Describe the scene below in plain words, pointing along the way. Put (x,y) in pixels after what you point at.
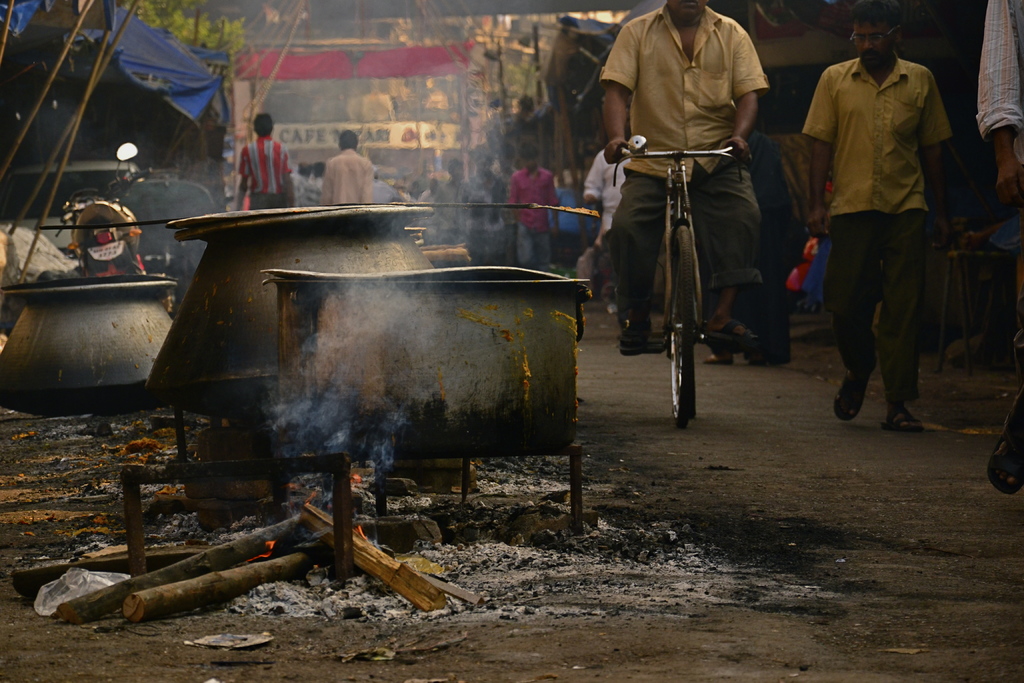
In this picture we can see bowls (254,394) on the stand (375,493), and a person (747,175) is riding a bicycle (629,154) and few members (758,169) are walking on the road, in the background (120,245) we can see couple of vehicles (157,193), tents (177,90) and trees (230,50).
